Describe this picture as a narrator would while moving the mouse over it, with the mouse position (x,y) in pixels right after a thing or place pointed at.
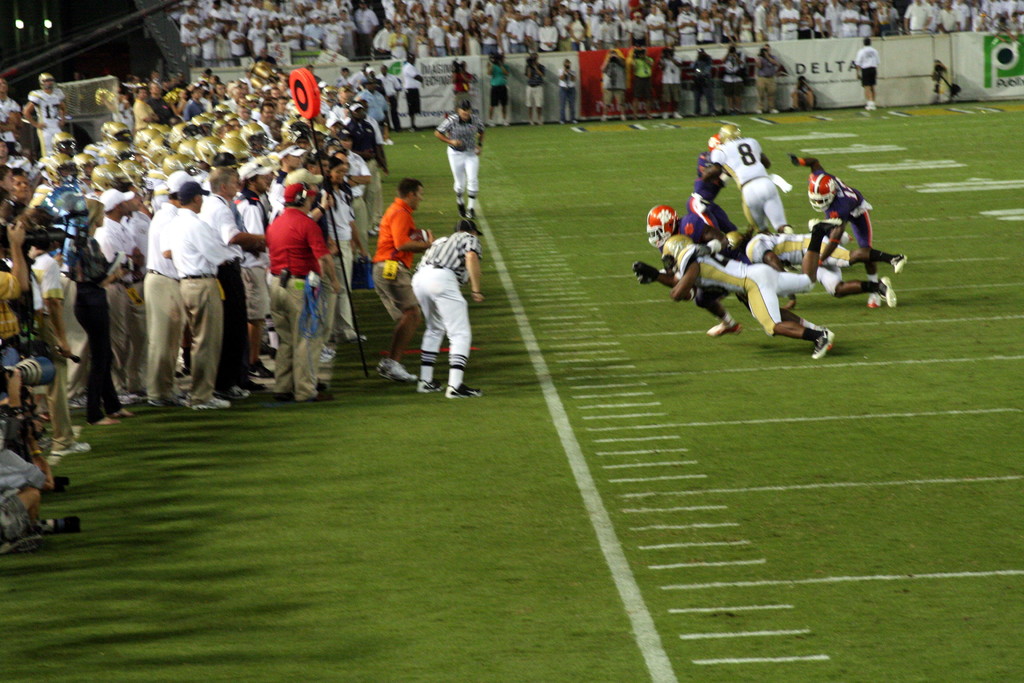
In this image, we can see some people (688,249) who are playing football in football ground (532,538) and there are people (220,278) on the left (226,205) who are watching the play. The people (733,63) at the back (611,74) are holding cameras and there is a fencing (938,55) and behind the fencing (920,55) there are some people (211,44) too.
